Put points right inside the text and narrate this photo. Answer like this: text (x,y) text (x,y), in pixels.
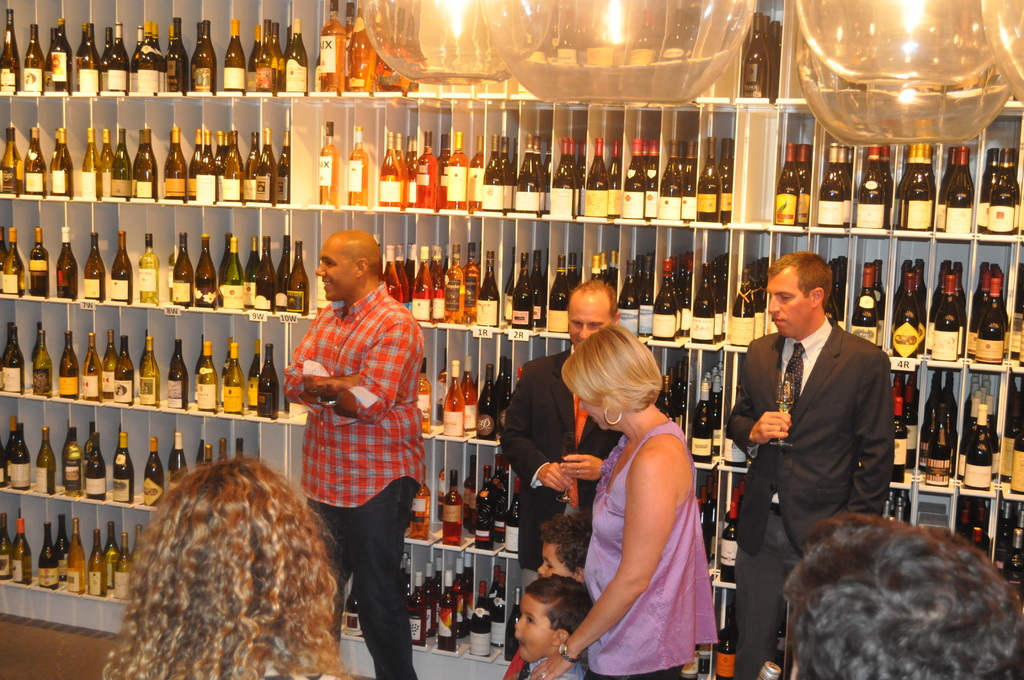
Few persons (152,645) are standing. We can see bottles (35,161). On the top (688,74) we can see lights (667,61).
